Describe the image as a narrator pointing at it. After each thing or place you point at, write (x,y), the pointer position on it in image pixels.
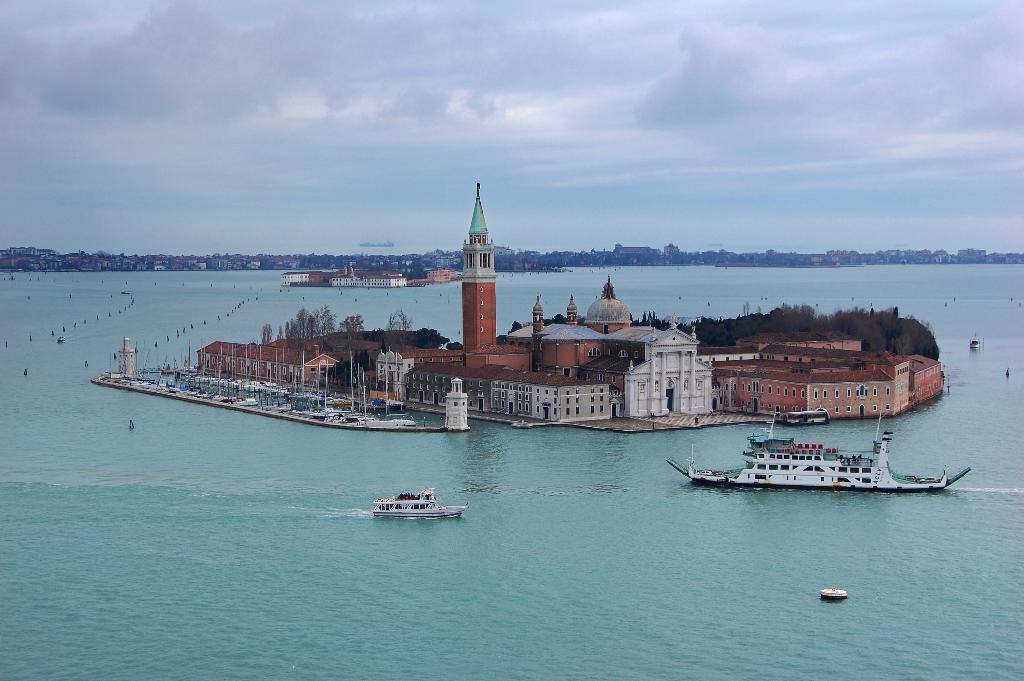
In this image we can see there are buildings (418,361), trees (375,364), boats (787,451), ships (808,464) on the water (334,521). And at the back (42,256) there are buildings (415,256) and the sky (482,128).
